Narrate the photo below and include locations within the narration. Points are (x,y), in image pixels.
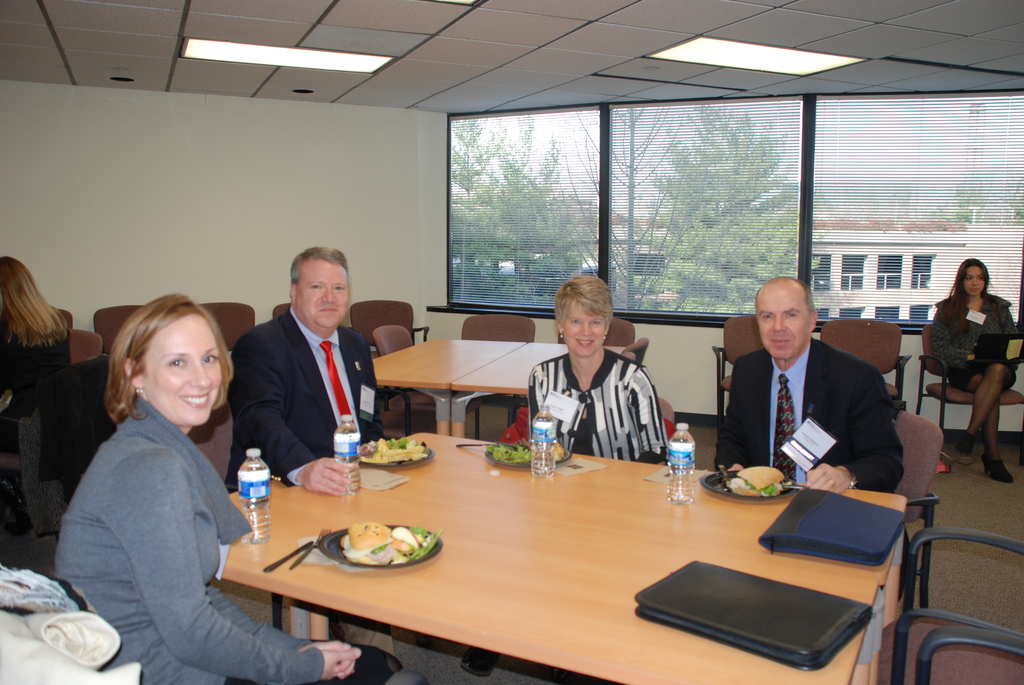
In this image, In the middle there is a table (526,648) which is in yellow color on that table (649,646) there are some black and blue color files (780,620), There are some bottles (682,497) and plates (381,565) and there are some food items (760,489) on the table (506,473), There are some people (821,426) sitting on the chairs (202,442) around the table (580,533), In the background (221,221) there is a white color wall (228,204) and there are some windows (518,186) which are in black and white color, In the top (457,68) there is a white color roof (428,67).
